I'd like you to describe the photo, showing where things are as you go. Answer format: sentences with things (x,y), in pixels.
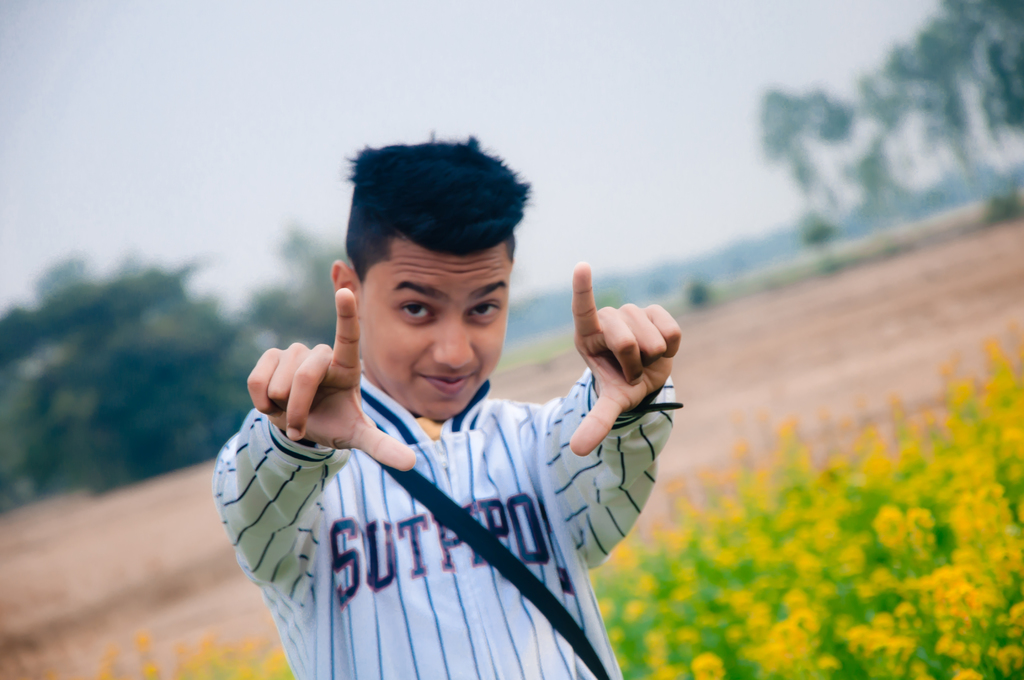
In the image we can see a man (391,550) wearing clothes (362,539). These are the flower plants (855,555), trees (275,337) and a sky (253,116), and the background (246,87) is blurred.
